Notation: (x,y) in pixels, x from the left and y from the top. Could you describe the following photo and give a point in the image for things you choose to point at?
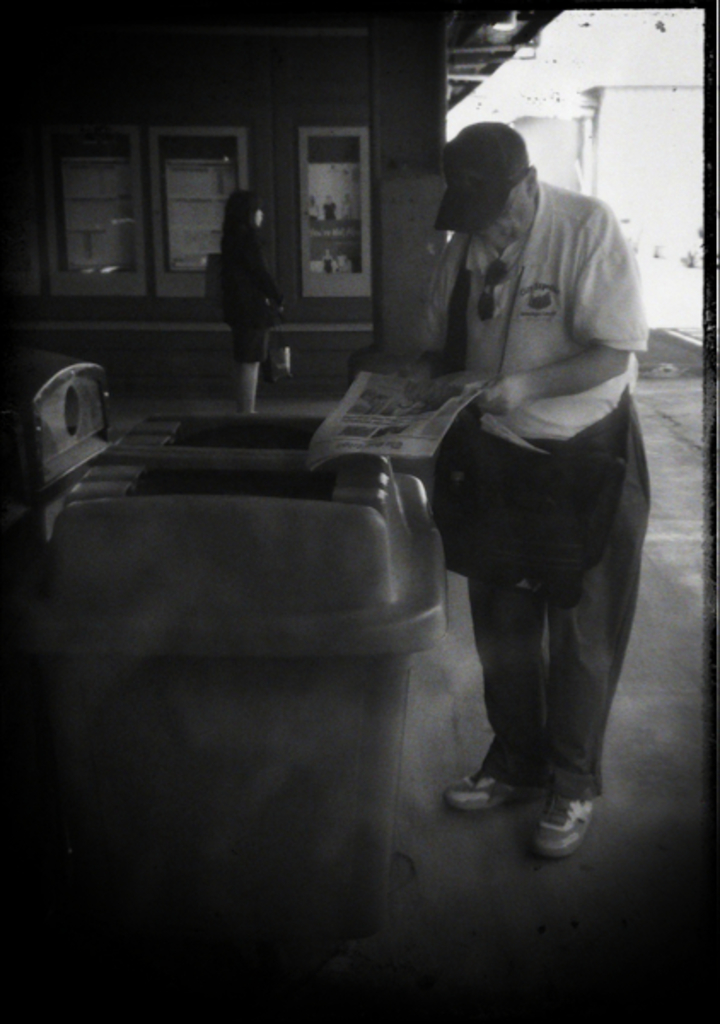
This is a black and white image and here we can see a person (492,372) wearing glasses (485,285), cap (471,196) and a bag (464,424) and holding a newspaper (411,418). In the background (272,321), there is a lady (254,272) and we can see bins (161,528) and some boards (79,125) on the wall (282,168). At the bottom (492,898), there is a floor (517,937).
